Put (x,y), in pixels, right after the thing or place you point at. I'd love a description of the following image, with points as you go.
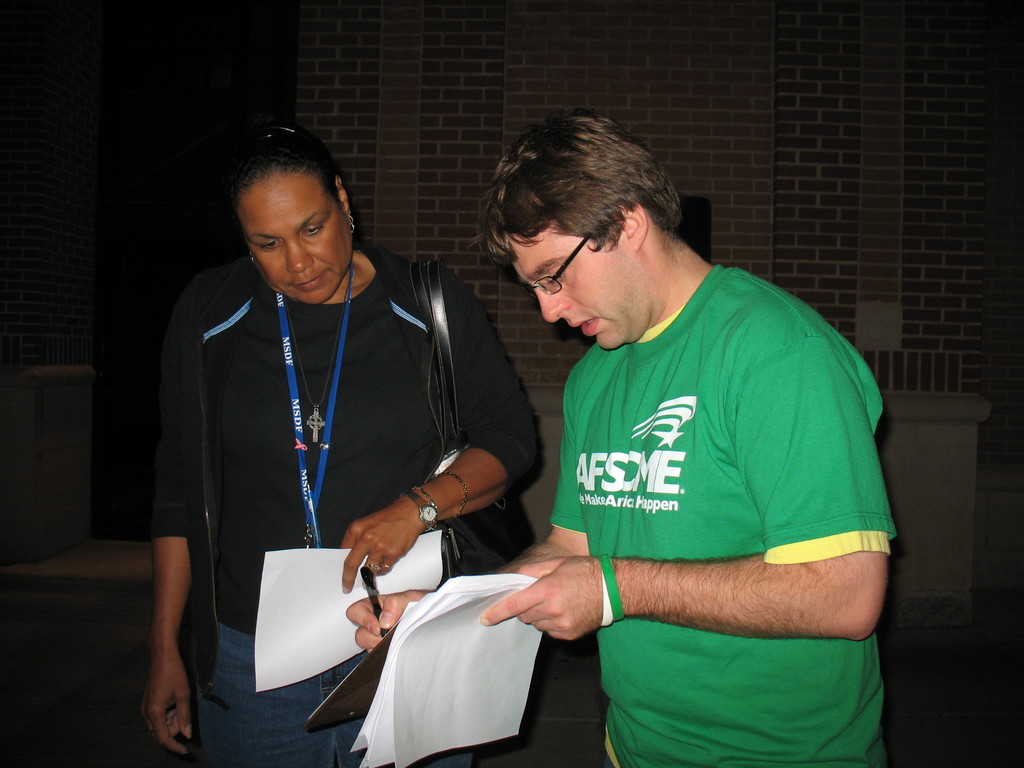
In this image there are two persons (512,465) standing and holding papers (470,616) and pen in their hands (562,583), behind them there is a wall (868,163).
